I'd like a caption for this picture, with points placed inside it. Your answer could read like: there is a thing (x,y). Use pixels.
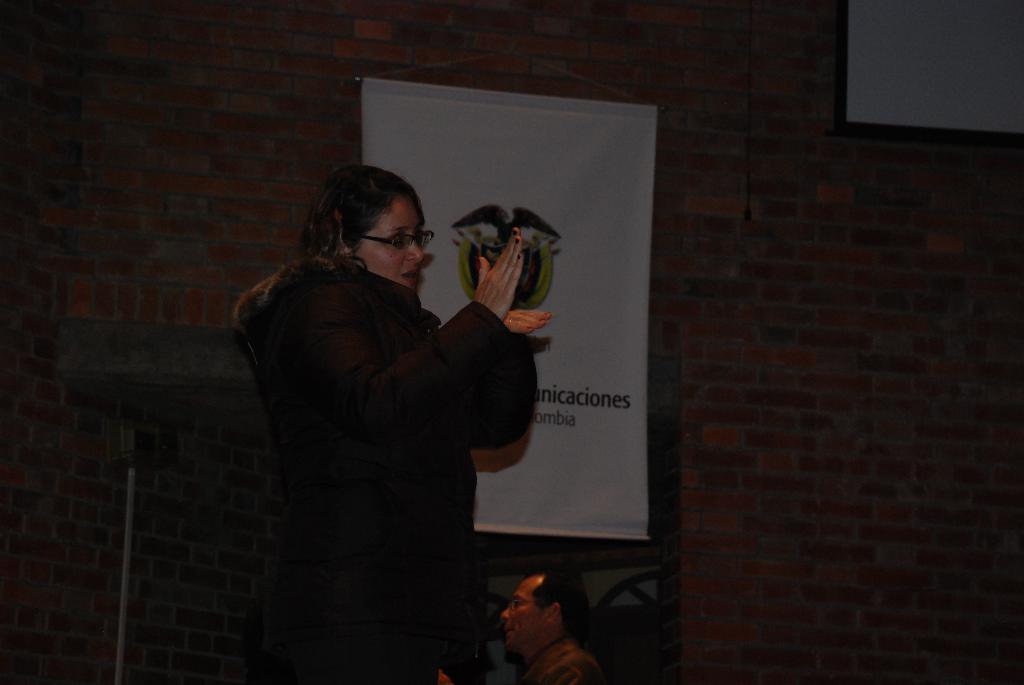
In this image, we can see a person (383,391) standing and wearing clothes (361,404). There is banner (566,374) on the wall (784,221) contains a logo (546,269) and some text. There is an another person (532,663) at the bottom of the image (542,652).
